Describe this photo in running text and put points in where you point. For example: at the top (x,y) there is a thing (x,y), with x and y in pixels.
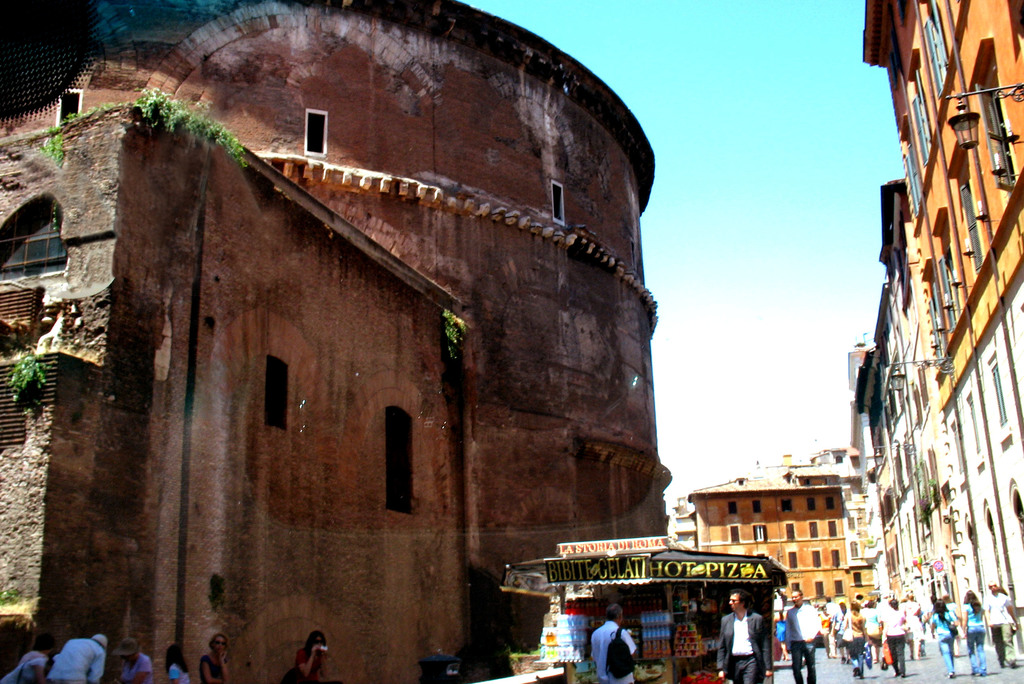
In this image we can see a monument (141,476). In front of the monument (370,444) one shop (662,618) is there and persons (942,637) are moving on the road (873,679). Right side of the image (908,488) so many buildings (939,406) are present.
